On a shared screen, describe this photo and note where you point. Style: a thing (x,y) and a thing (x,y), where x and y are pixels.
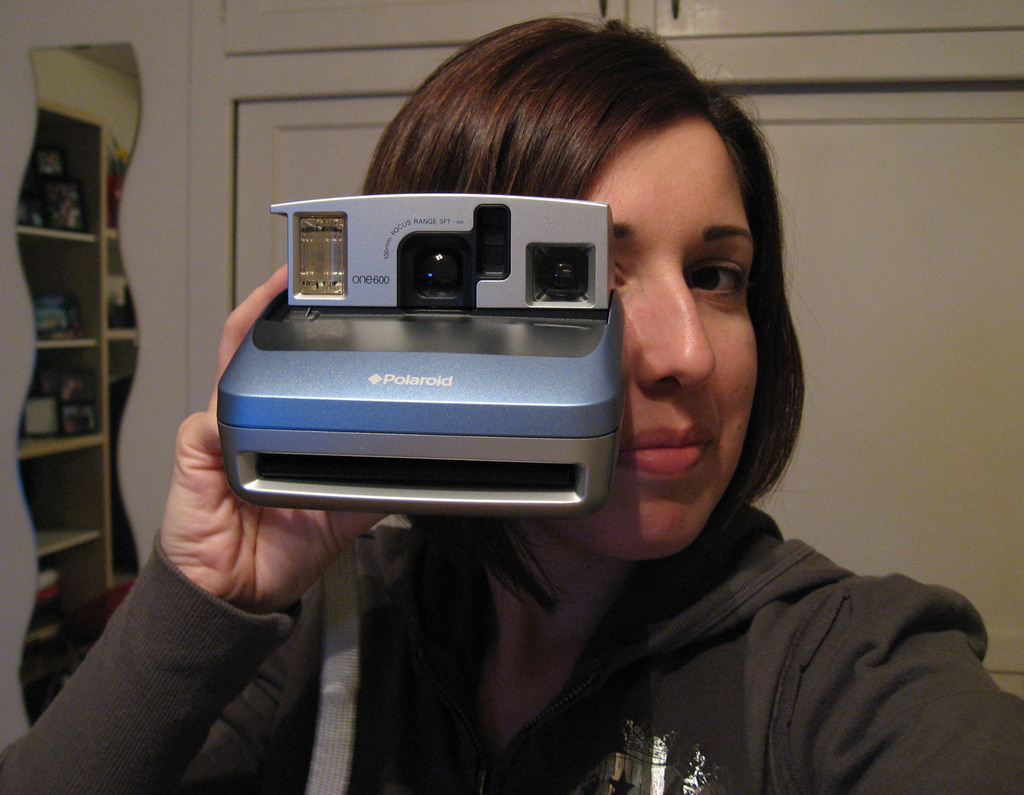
This is the woman (704,666) standing and holding a camera (402,503) in her hand (318,520). In the background (915,338), I think these are the doors (328,179). On the left side of the image (106,209), that looks like a mirror (99,306), which is attached to the wall (147,119). I can see the reflection (69,474) of the cupboards (61,485) with the objects (68,307) in it.
